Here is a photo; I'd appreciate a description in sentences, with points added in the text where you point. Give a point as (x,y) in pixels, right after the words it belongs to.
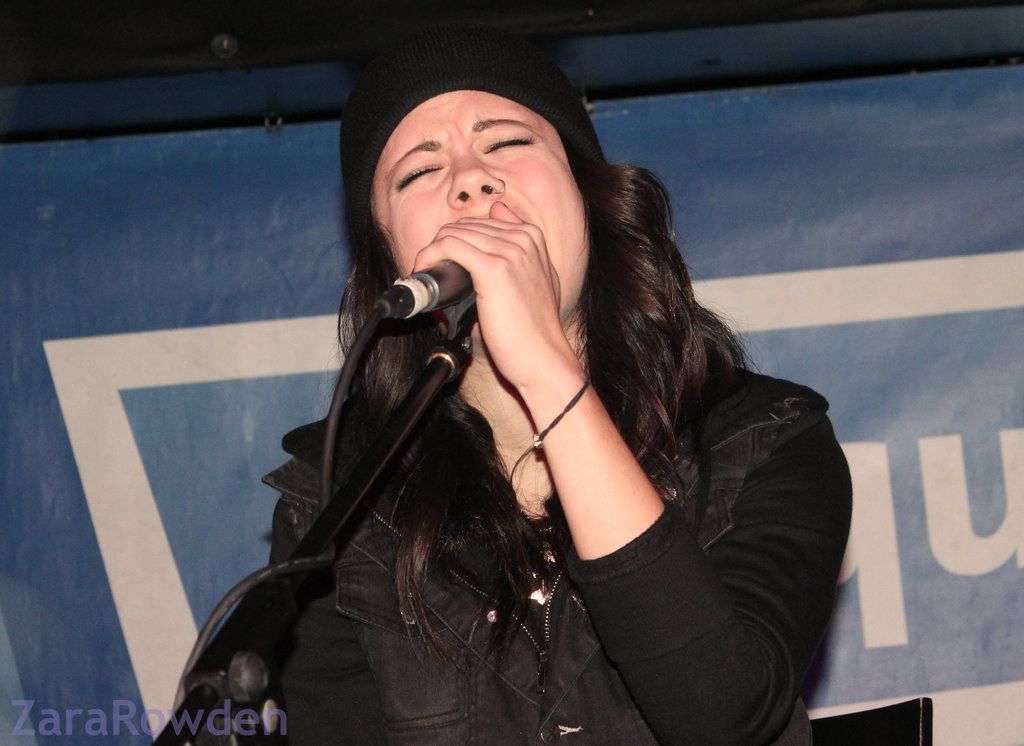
In the image we can see there is a woman (543,451) standing and she is holding mic (446,306) in her hand (488,297). The mic (417,311) is kept on the stand (319,537) and the woman (442,652) is wearing black colour jacket (659,571). Behind there is banner (955,529) and the woman (573,479) is wearing hand band (550,423) on her hand (592,437).
